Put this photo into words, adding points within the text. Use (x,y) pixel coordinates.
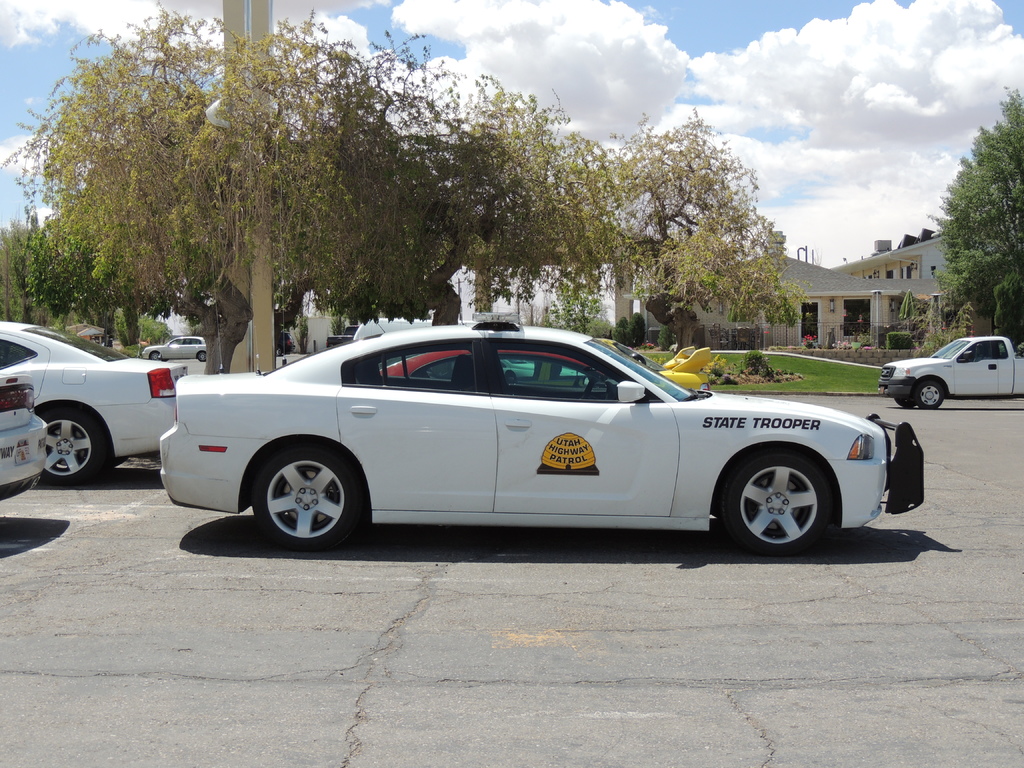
In this image I can see few vehicles (555,402), trees (737,294), houses (849,320) and poles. The sky (712,126) is in blue and white color.
